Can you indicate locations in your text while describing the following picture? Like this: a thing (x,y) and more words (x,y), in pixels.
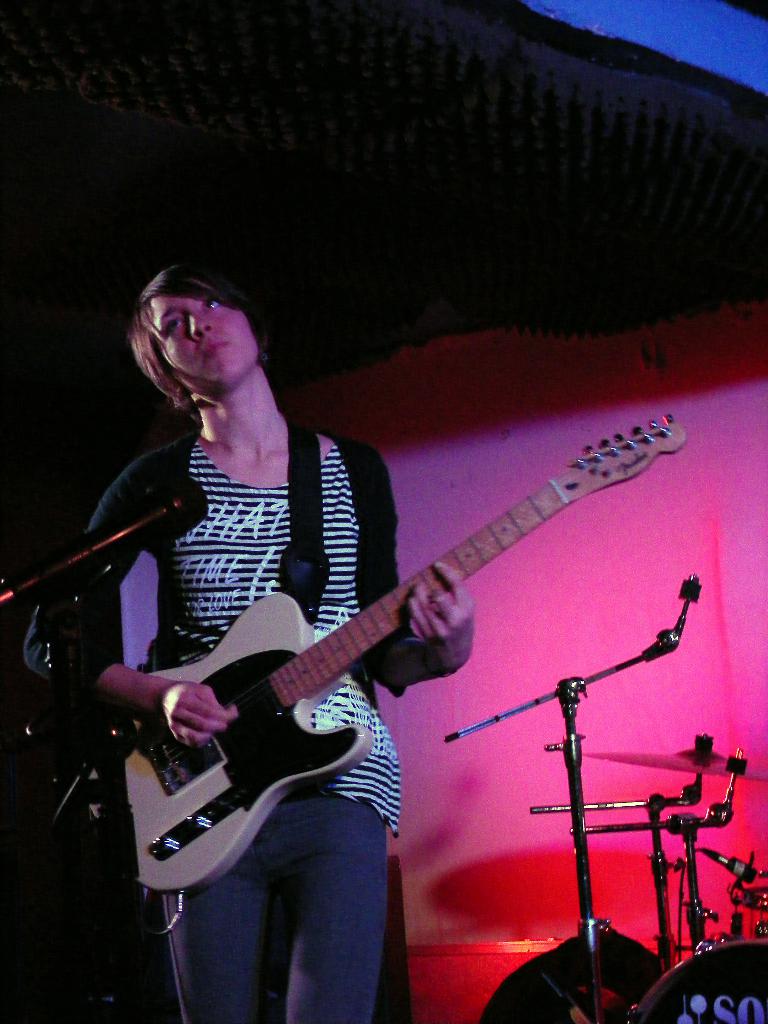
In this image, we can see a person (374,448) wearing clothes (274,510) and playing a guitar (327,641) in front of the mic (161,511). There are musical instruments (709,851) in the bottom right of the image (714,943).
